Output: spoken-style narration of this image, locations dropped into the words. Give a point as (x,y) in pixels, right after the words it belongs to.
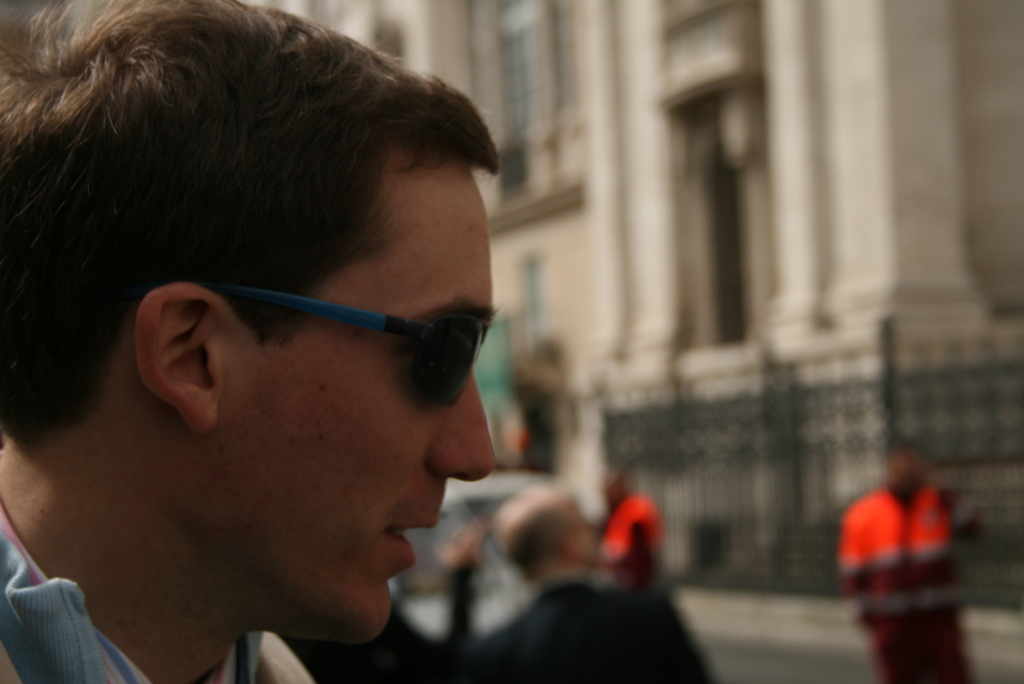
In this image we can see a man (343,327) and he wore goggles (397,316). There is a blur background (456,588). Here we can see people (587,658), vehicle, and a building (713,273).
